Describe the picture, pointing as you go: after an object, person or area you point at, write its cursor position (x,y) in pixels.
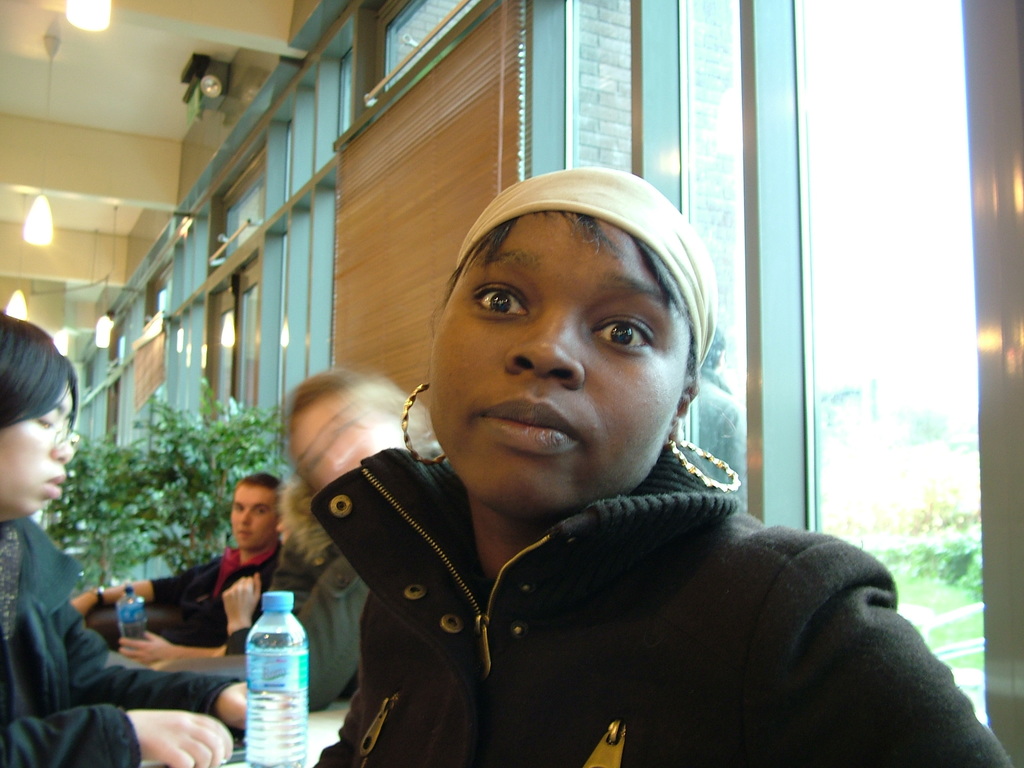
This image is taken inside the room (809,260). There is a woman (709,614) wearing a black coat (532,559) is wearing earrings (672,449). There is a bottle (304,734) at the bottom of image (275,661). There are few people (355,576) sitting at her backside. There is a woman (232,701) sitting at the left side of image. There are some plants (214,485). Lights (64,335) are hanged from the ceiling (71,80).
